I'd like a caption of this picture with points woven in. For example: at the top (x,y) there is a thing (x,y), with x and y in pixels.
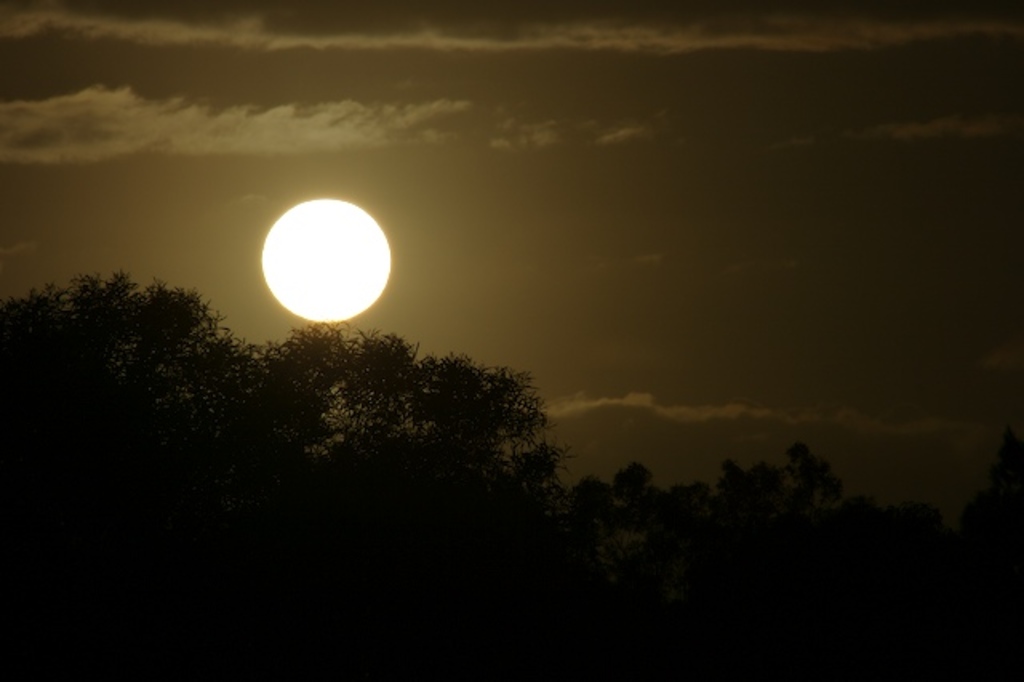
This image consists of sun (291,285) in the sky (469,183) along with the clouds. At the bottom (248,549), there are trees (408,493).
